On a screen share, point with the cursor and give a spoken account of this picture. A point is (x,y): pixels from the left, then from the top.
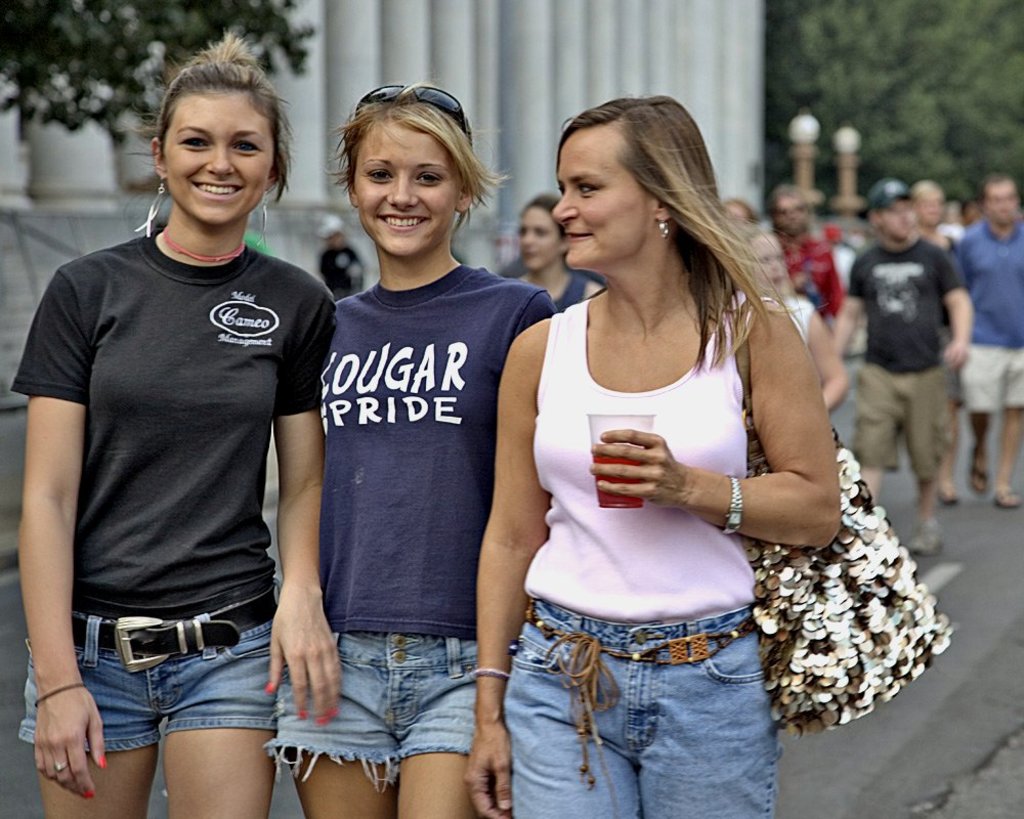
In this image there are three persons (327,322) standing, group of people (997,313) walking on the road (973,630), building (735,31), trees (884,80).
